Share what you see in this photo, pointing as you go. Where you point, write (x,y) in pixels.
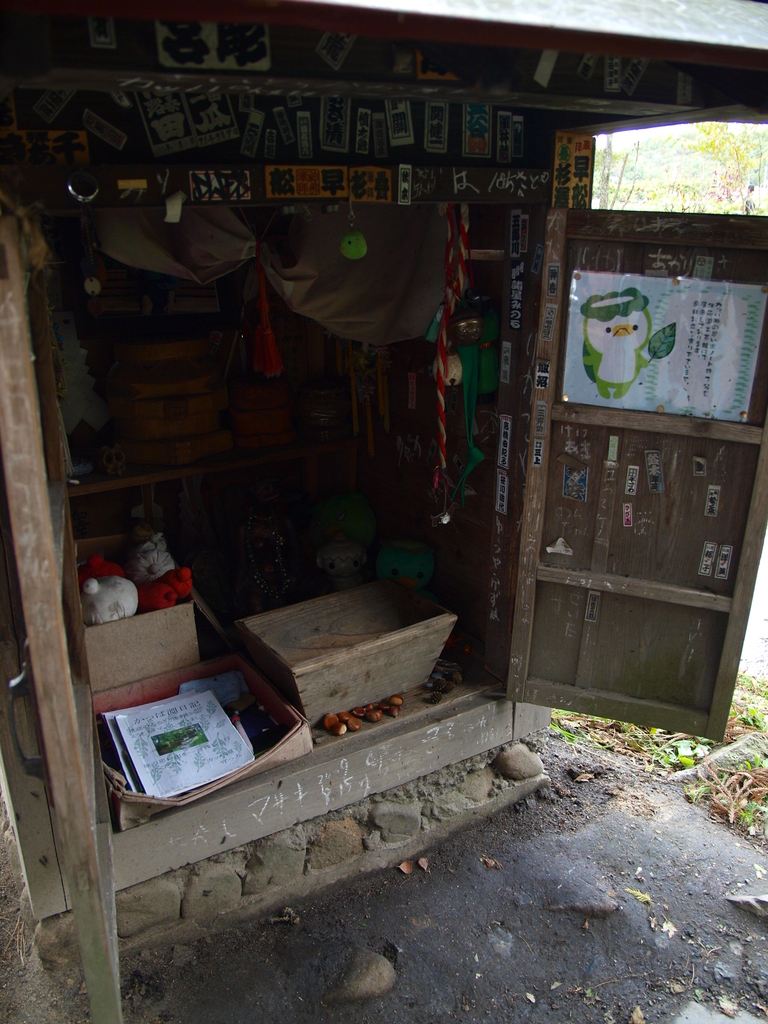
In this picture we can see a shed (310,520), posters (722,350), toys (114,610), door (573,657), some objects (327,325), leaves (594,731) on the ground (690,764) and in the background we can see trees (643,203).
